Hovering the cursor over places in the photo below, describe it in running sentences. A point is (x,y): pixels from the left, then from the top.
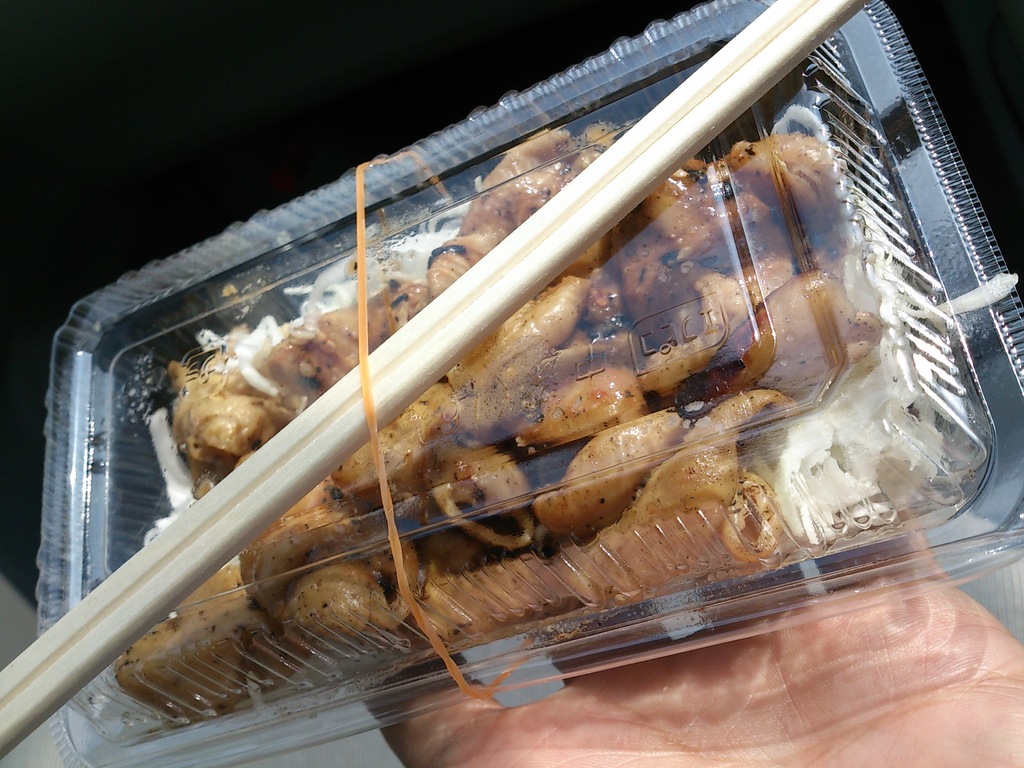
In this image we can see a person's hand (721,680) holding a box (517,381) containing food (520,431). At the top (548,250) there are chopsticks (415,346).
